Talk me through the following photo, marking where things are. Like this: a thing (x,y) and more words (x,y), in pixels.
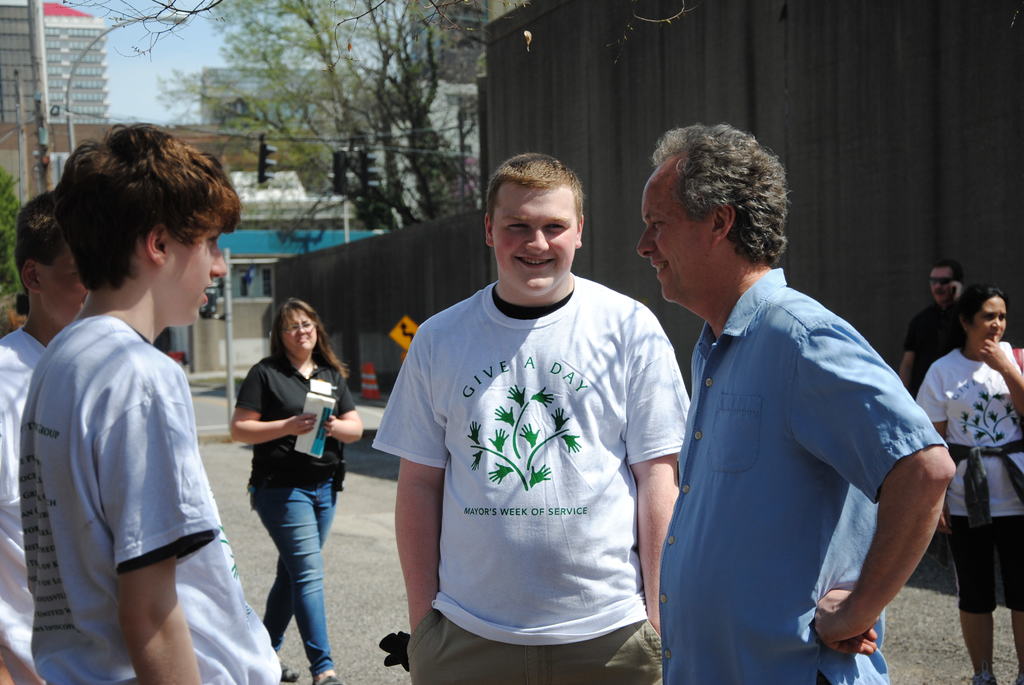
In this image, we can see some people (649,480) standing and at the right side (992,485) there is a woman (961,414) standing and there is a man (943,312) talking on the mobile phone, there is a wall (626,87) and there are some buildings (261,91) and trees (246,107), we can see a sky (170,39).
